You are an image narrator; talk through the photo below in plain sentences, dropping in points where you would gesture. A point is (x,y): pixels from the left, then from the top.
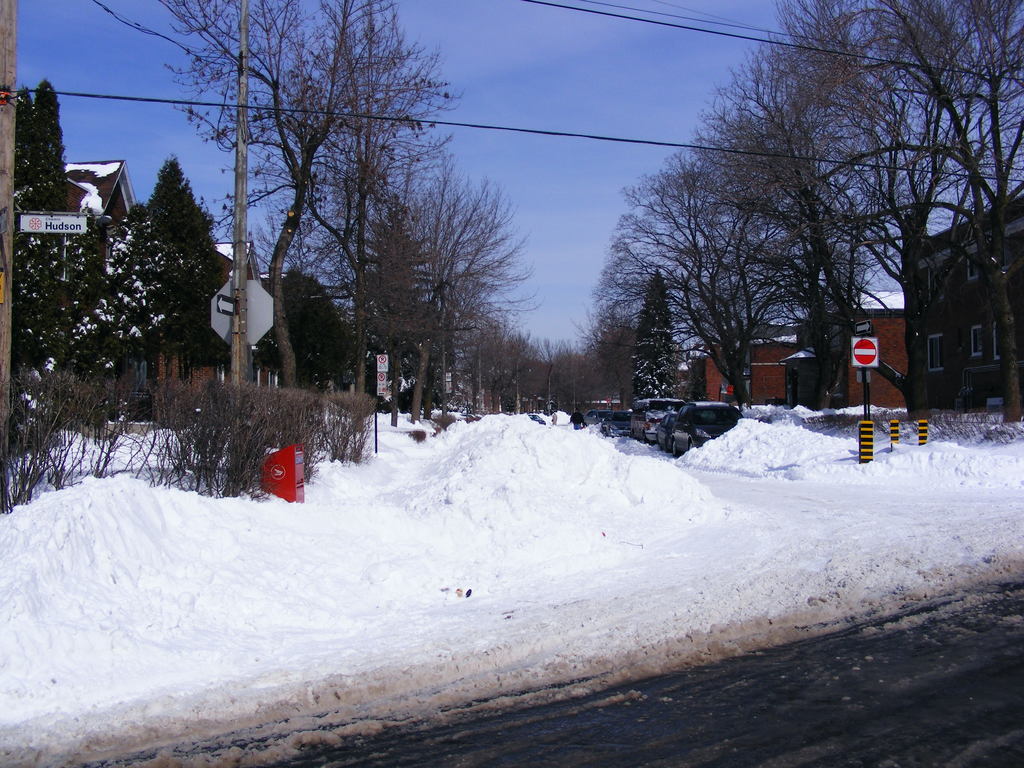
In the foreground of the picture (595,491) there is snow (347,593) and road (723,695). In the center of the picture (482,385) there are trees (827,394), boards (872,348), pole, plants (240,418) and cables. In the background (133,190) there are houses (80,171) and trees (568,364).
